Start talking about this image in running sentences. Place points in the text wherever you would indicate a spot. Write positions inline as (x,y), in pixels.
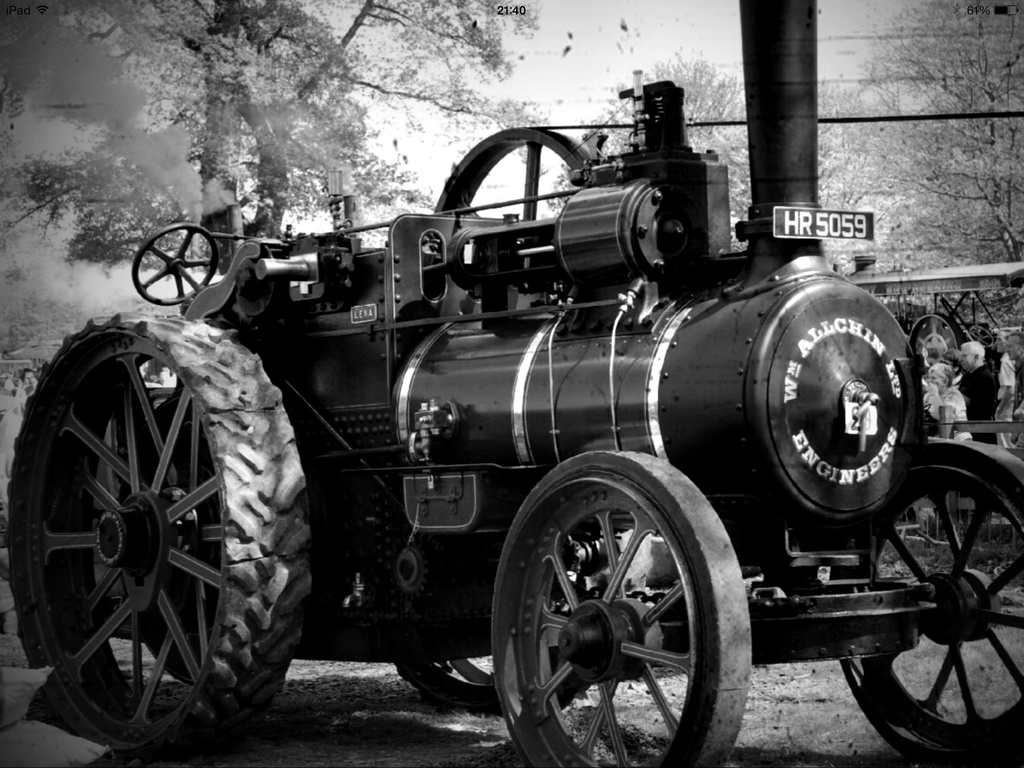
In this image, we can see black and white image. Here there is a vehicle (554,481) is parked on the ground (398,695). On the right side (953,412), we can see people (967,407), wheels (992,467) and few objects (945,313). Background (1003,210) there are few trees (147,226), smoke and sky (561,90).
